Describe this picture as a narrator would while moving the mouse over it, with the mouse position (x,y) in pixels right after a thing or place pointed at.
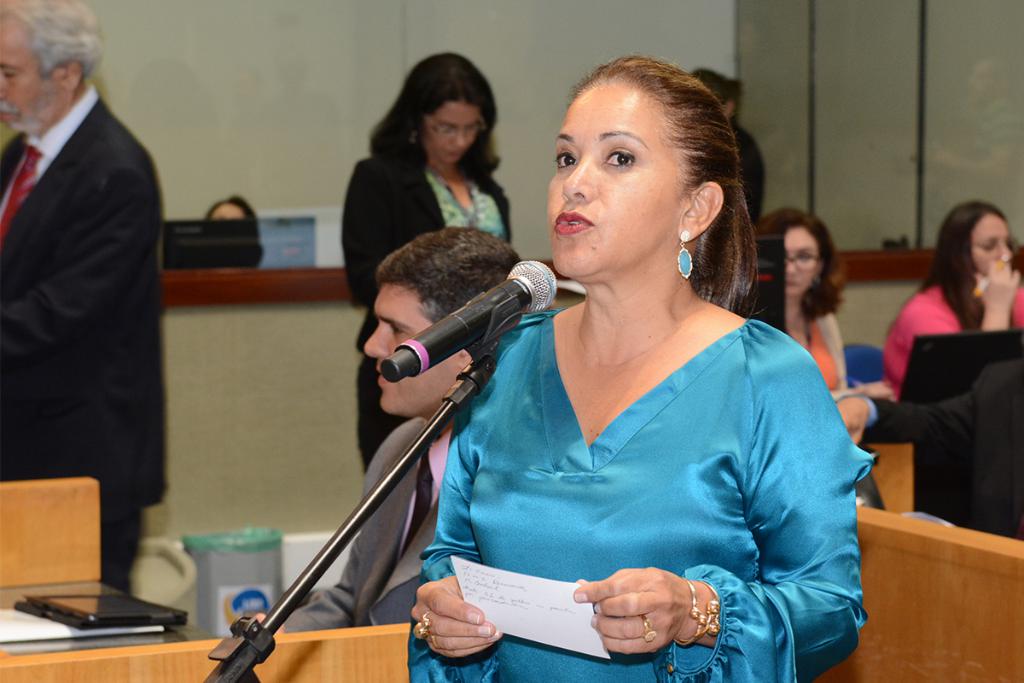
In this image I can see some people (743,303) in a room (201,185) in the center of the image (602,321) I can see a woman (795,427) in front of the mike (545,271) holding a paper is talking something.
